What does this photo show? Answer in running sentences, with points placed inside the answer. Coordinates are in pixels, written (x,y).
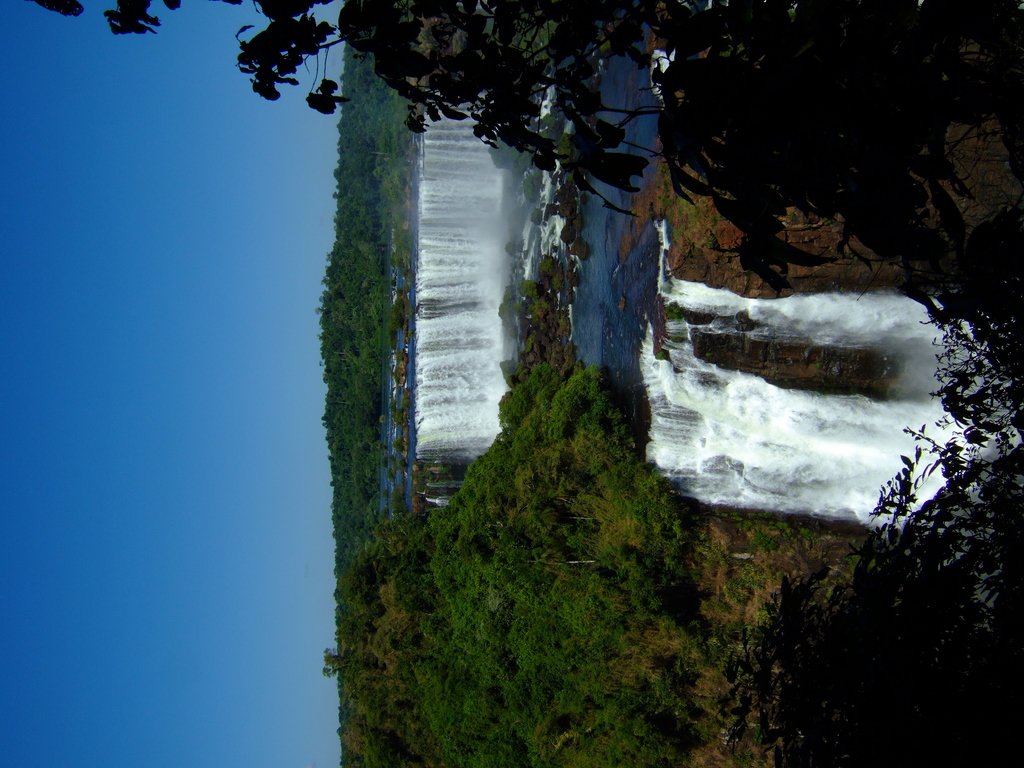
In this image, we can see trees (530,31), waterfalls (489,356) and rocks (660,345). Left side of the image (242,352), we can see the sky (198,511).
